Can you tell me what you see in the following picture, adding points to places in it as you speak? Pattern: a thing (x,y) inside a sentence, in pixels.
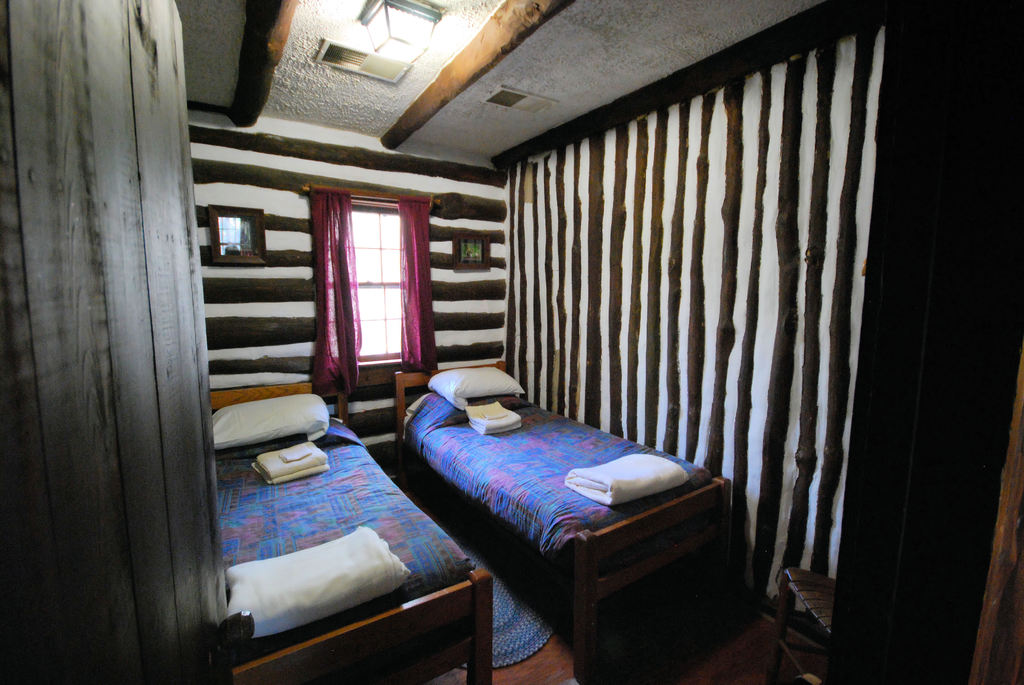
In this image I can see two beds (531,483) and I can also see few pillow (468,387) in white color, curtains (331,250) in maroon color and the wall (522,283) is in white and brown color and I can also see the light (423,40).
